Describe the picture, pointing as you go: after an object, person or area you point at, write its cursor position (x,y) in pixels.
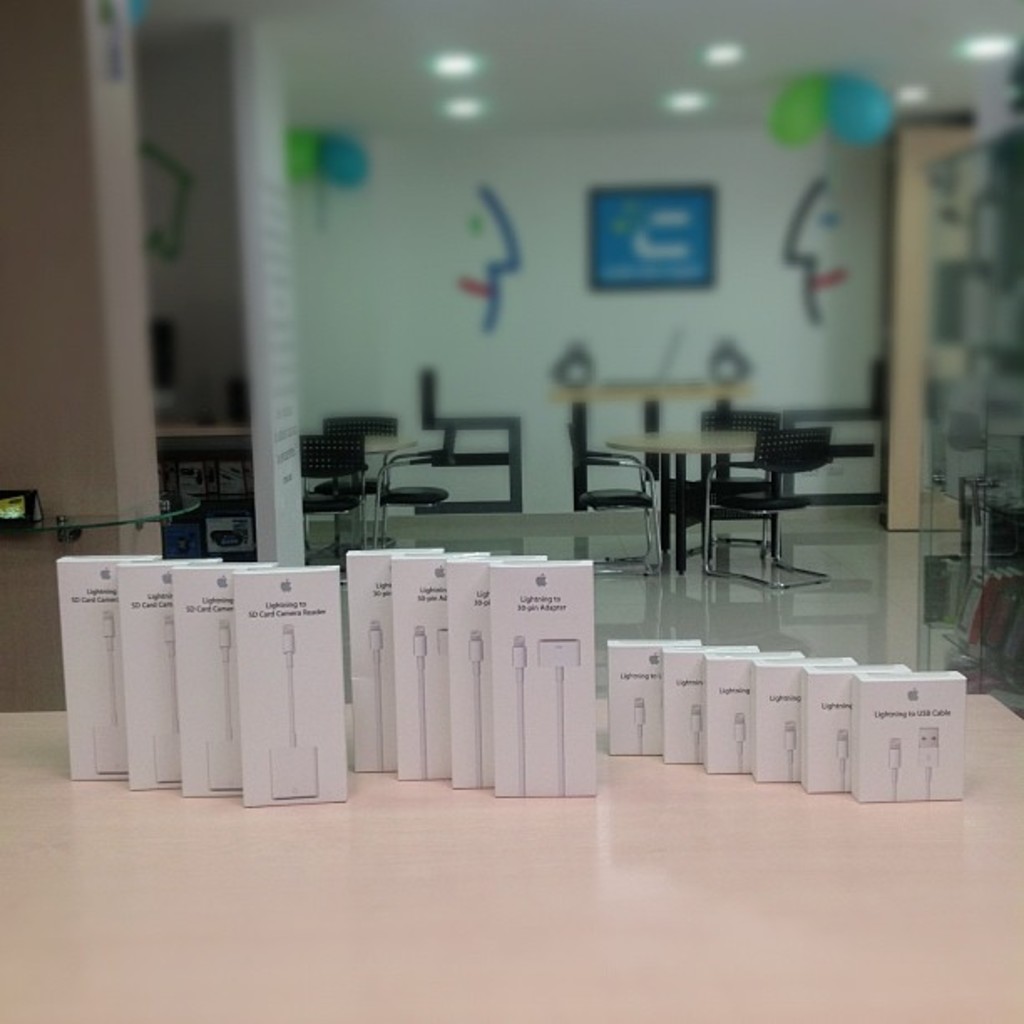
In this image there is a table (968,775) on which there are so many USB cable boxes (548,678). In the background (584,406) there are tables (404,438) which are surrounded by the chairs (626,500). At the top (566,111) there is ceiling (553,98) with the lights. To the wall (547,239) there is a frame (650,244). There are balloons (827,112) to the ceiling (851,35).
